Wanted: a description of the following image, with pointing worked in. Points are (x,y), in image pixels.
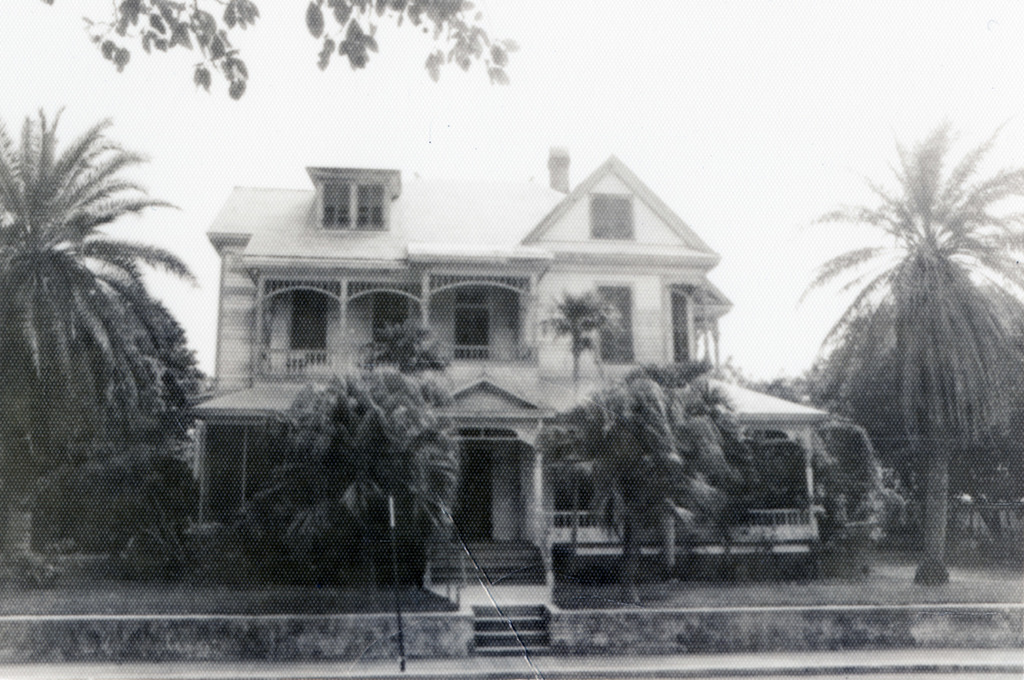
It is the black and white image in which we can see there is a house (508,427) in the middle (508,427). Around the house (485,491) there are trees (162,428). In the middle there are steps (486,607). At the bottom (505,660) there is a footpath (383,664) on which there is a pole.
